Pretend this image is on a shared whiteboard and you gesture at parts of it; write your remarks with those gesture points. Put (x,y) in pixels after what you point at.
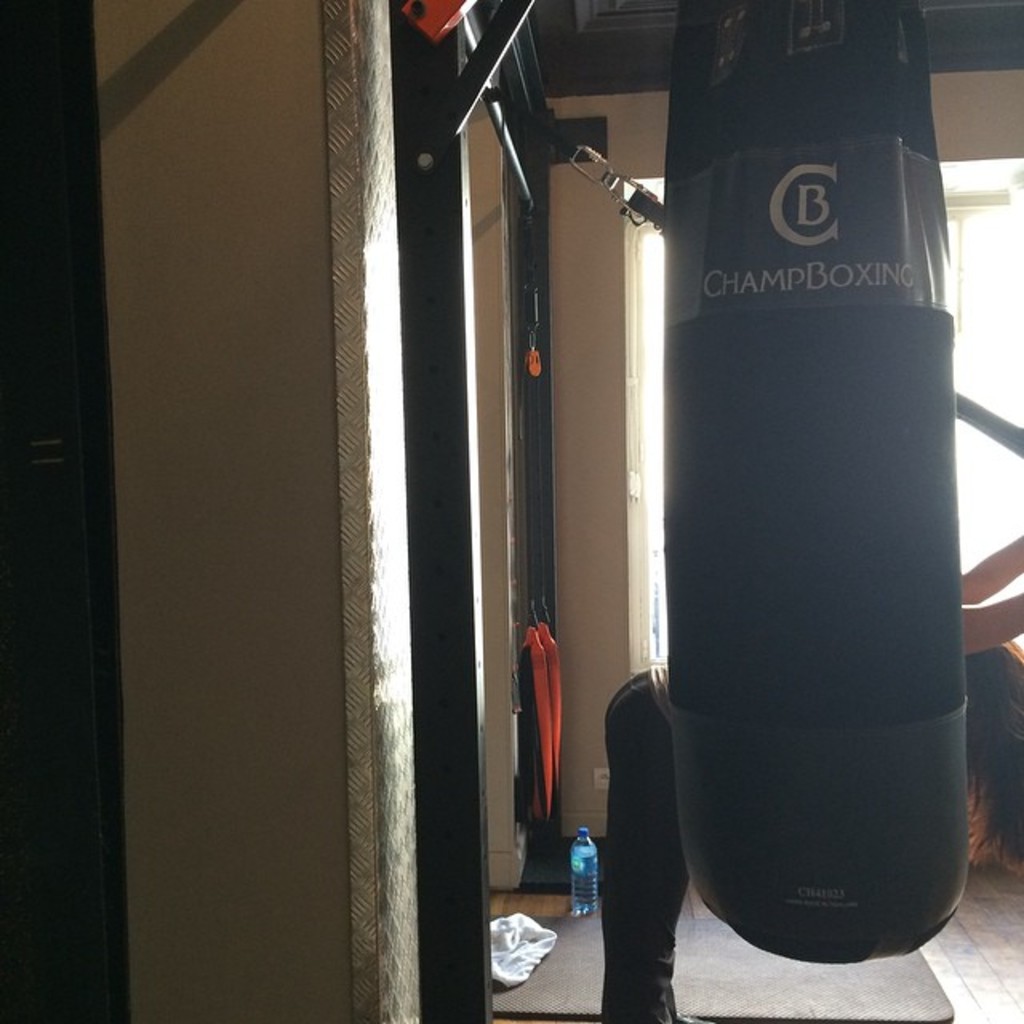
In this image I can see a bag (928,673) and person leg (627,852) and bottle (580,896) visible on the floor (530,911) and the wall (580,215) visible in the middle (481,455) and rod (531,116) visible in the middle (427,404).
